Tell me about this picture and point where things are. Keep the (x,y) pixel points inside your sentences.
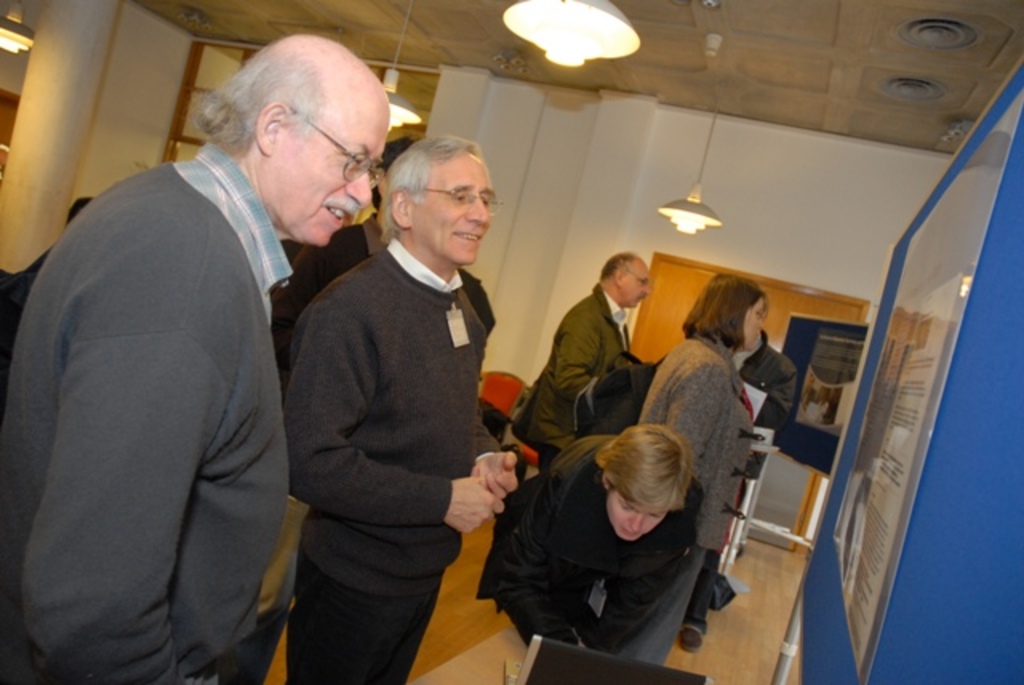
In this image there are some persons (430,408) standing in middle of this image (358,397), and there is a wall (538,233) in the background (579,256). There are some lights (553,47) arranged at top of this image (585,19) and there is one notice board (949,495) at right side of this image (880,518). There is one laptop (558,684) at bottom of this image (566,659).
